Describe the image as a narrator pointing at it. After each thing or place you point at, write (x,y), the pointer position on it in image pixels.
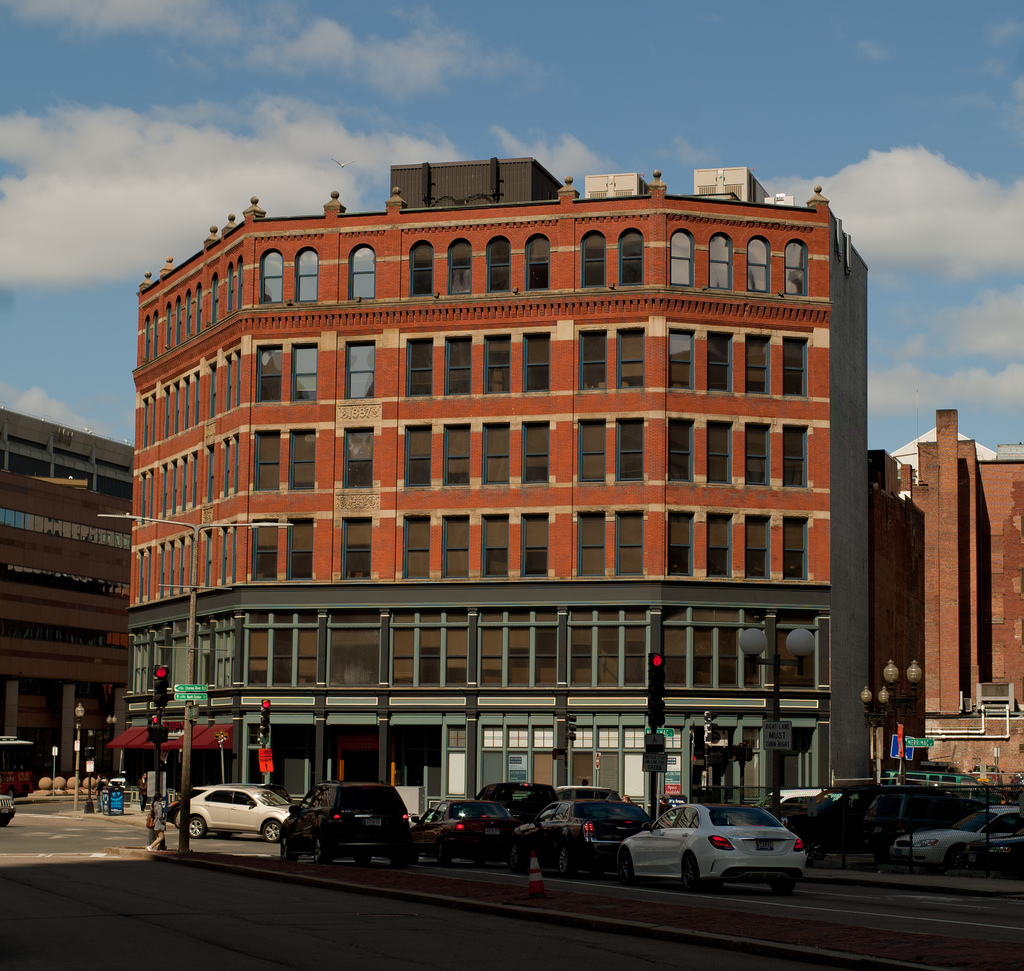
In this image there is a road (14,925) and vehicles (258,819) are passing. There are people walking on the road (25,841). There are buildings (526,592). There are signal poles (187,833) on the right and left side. There are clouds (883,253) in the sky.
